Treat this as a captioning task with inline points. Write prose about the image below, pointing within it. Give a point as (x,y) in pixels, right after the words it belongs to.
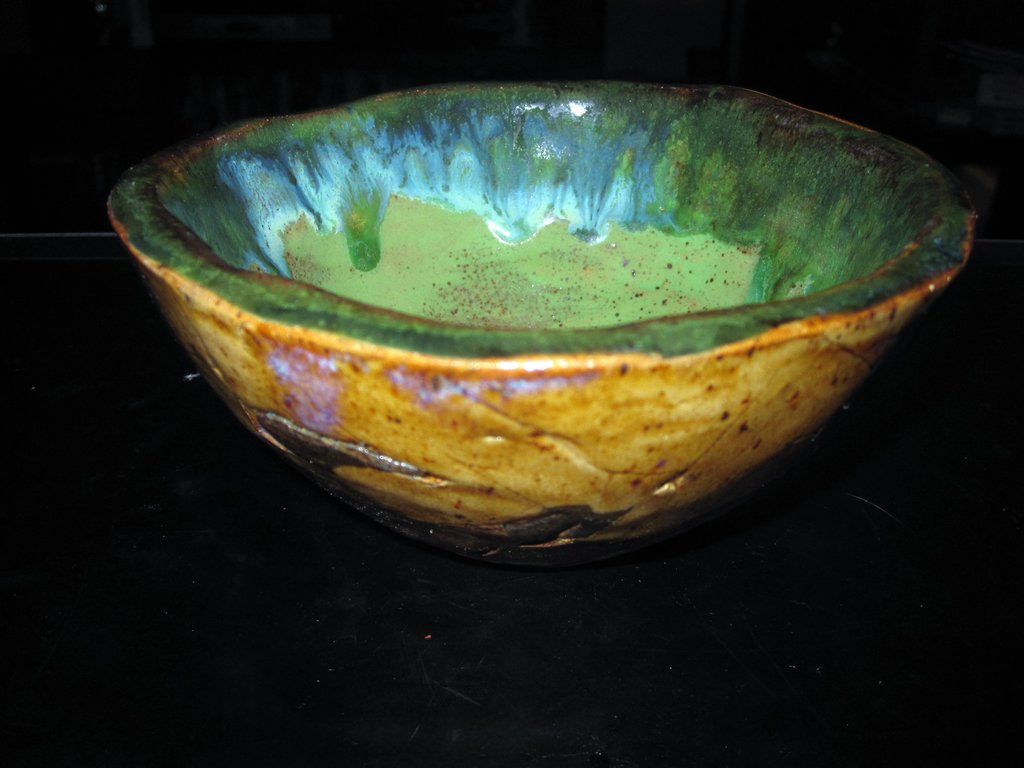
In this image, we can see a bowl (932,283) kept on the surface (352,573).
